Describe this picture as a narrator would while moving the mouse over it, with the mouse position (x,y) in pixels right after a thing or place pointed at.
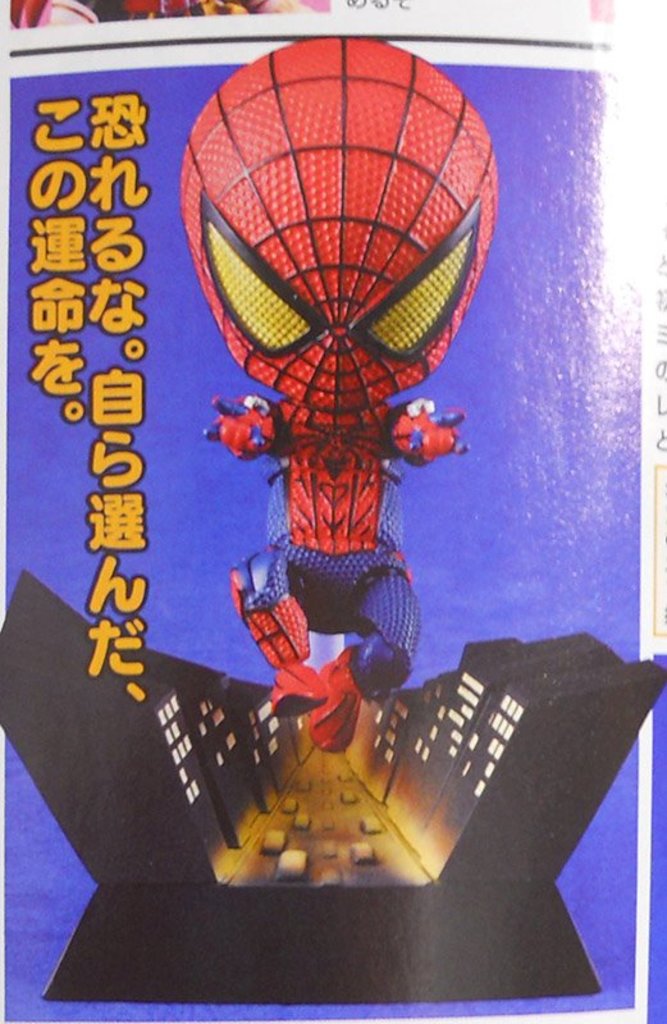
This image consists of a poster (218,496) of a spider man (416,282). At the bottom (498,809), there are building (246,809) in this poster (359,635). To the left (47,390) there is a text (78,173).
